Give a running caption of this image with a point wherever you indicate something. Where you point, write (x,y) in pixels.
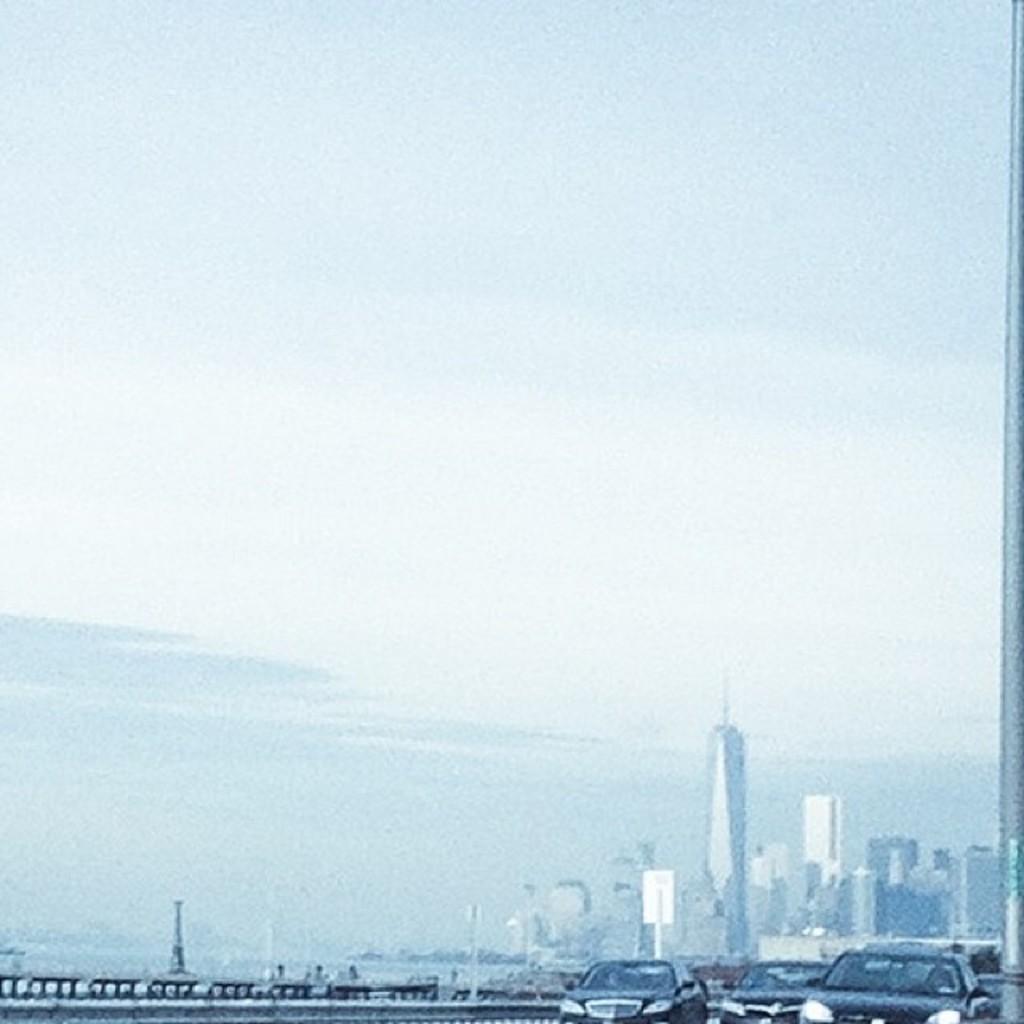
In the picture we can see the cars (853,998), buildings (899,936) and the sky (520,746) with clouds (476,556).
